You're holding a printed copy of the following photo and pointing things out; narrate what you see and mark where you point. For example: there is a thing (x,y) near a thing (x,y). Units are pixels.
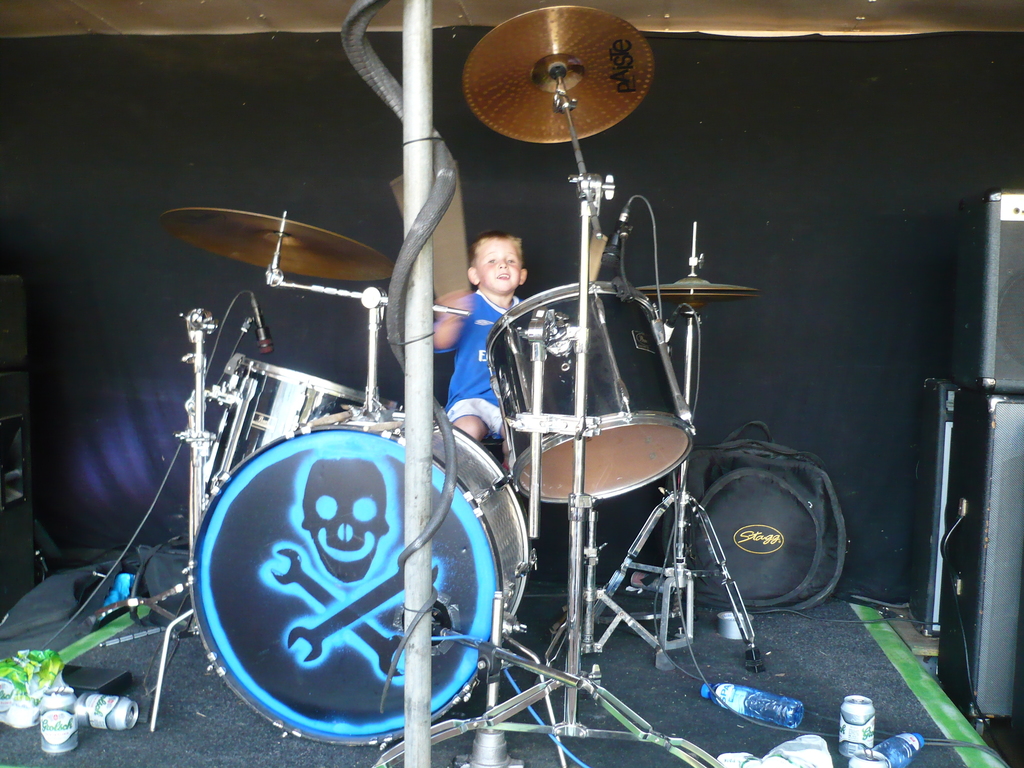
In this picture we can see a boy (467,352) sitting and in front of him we can see drums (611,377), mics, bottles (895,766), tins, bag (824,537), speakers (0,379) and in the background (71,376) we can see a cloth (354,121).
